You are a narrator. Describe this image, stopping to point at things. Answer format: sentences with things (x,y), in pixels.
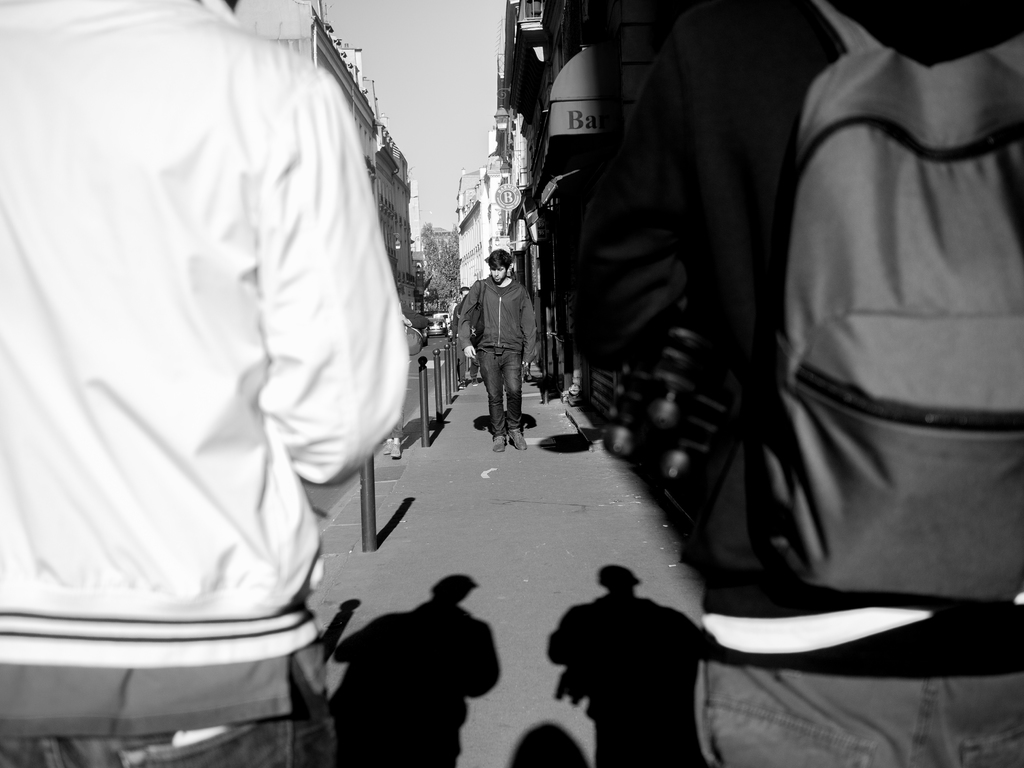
This is a black and white image. There are a few people (333,144). We can see the ground (450,456) with some objects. There are a few buildings (495,217) and trees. We can also see some boards (500,195) with text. We can see some poles (448,379) and the shadows (556,750) of a few people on the ground (586,699). We can also see the sky (437,123).
